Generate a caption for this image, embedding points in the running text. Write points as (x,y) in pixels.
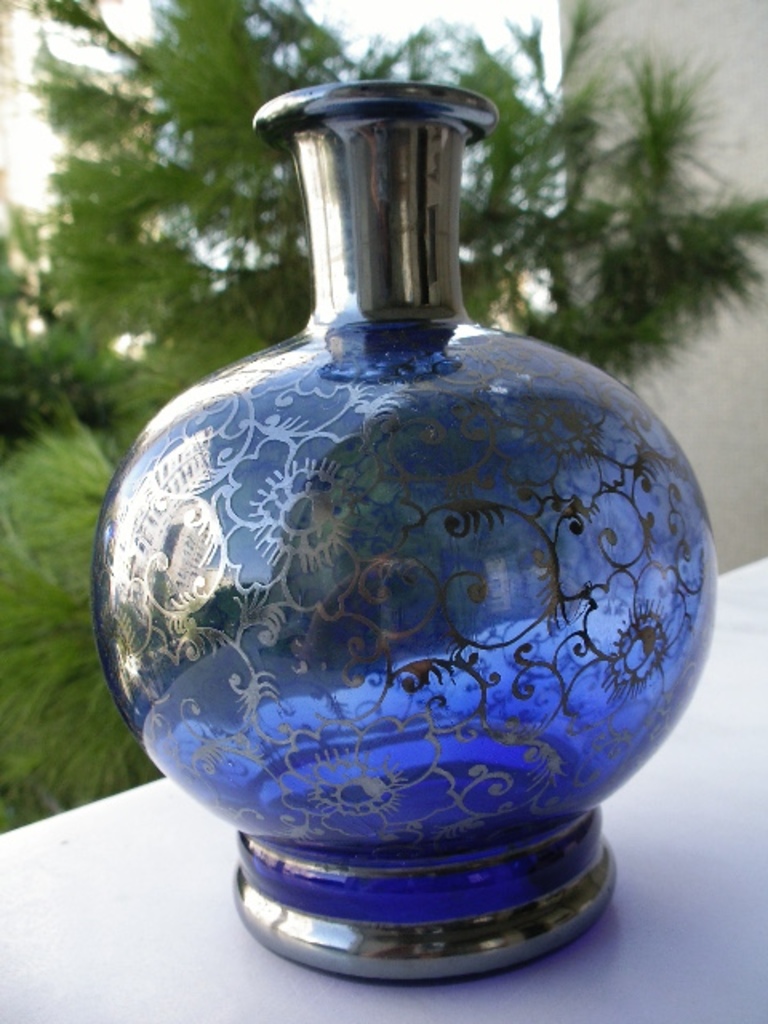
In this image I can see a blue color glass vase (459,513) in the center of the image (434,660) with a blur background (116,263).
